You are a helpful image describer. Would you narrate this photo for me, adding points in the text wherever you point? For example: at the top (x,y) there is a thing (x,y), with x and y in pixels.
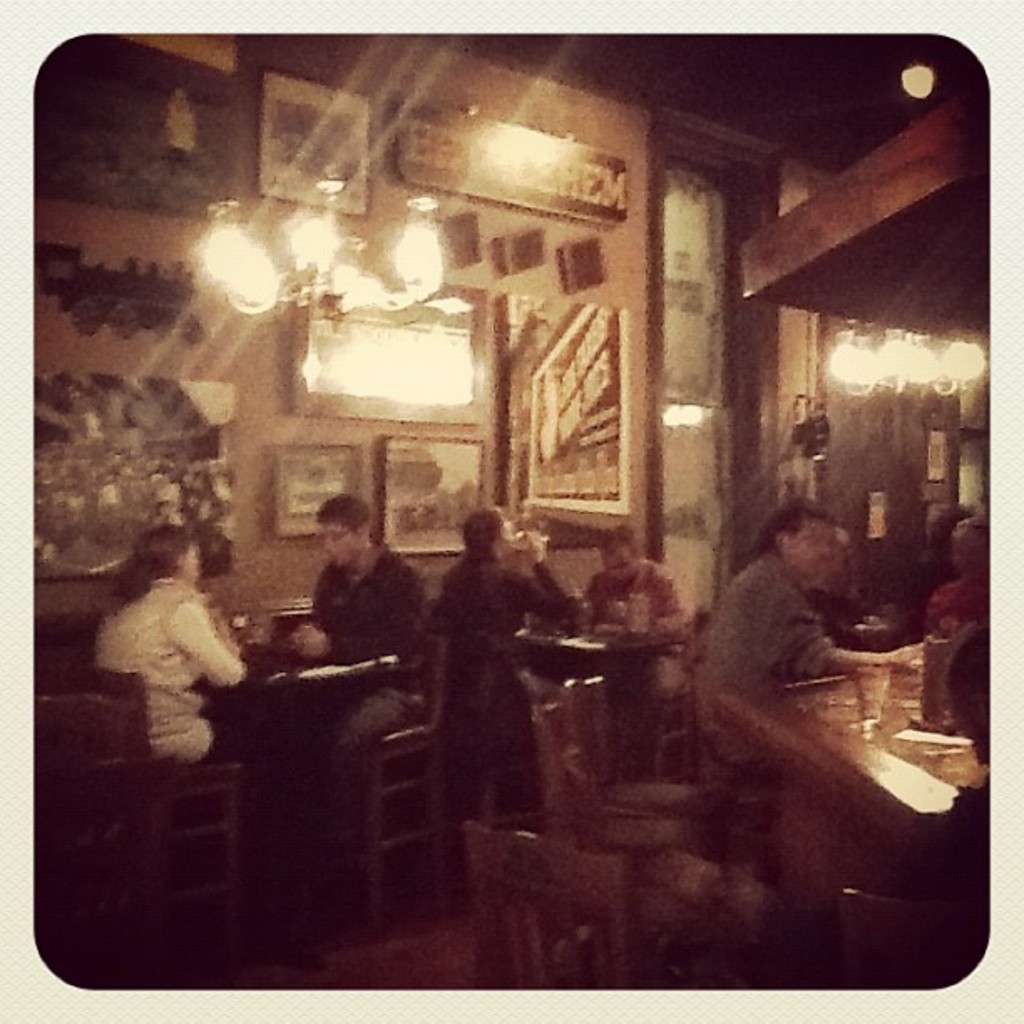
Different type of pictures (425,353) on wall (485,247). On top (428,258) there are lights (243,261). Persons (487,674) are sitting on a chair (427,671). In-front of them there are tables (798,709).
